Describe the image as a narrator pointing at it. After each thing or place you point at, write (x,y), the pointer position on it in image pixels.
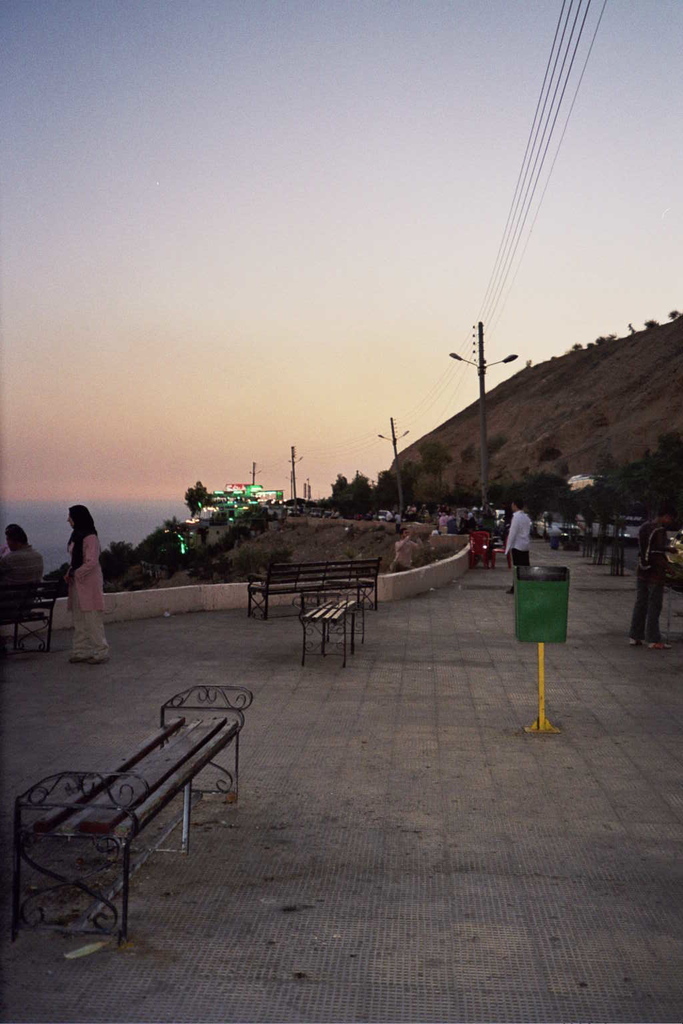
Few persons (103,604) are standing and this person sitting on the bench (52,599). We can see bench (165,737), pole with light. Afar we can see trees (203,490), light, sky (198,272).
